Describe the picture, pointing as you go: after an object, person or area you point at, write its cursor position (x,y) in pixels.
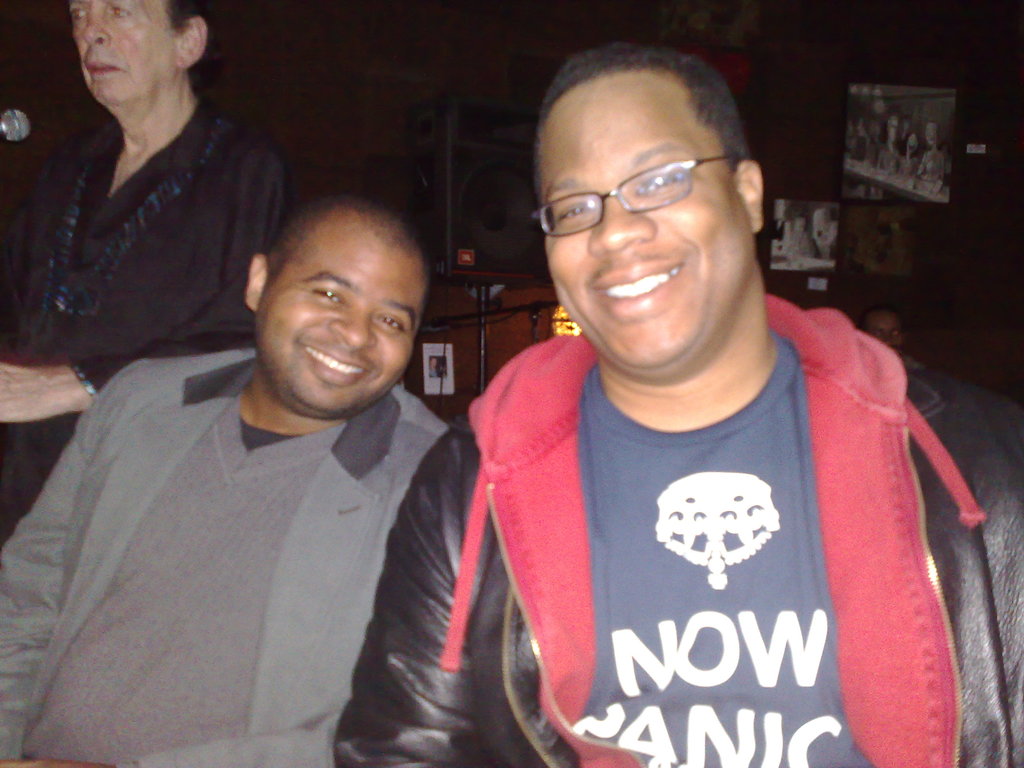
This image is taken indoors. In the background (847,187) there is a wall (839,143) with a few picture frames (864,190) and there are a few things (455,263) and there is a man (891,336). On the left side of the image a man (168,28) is standing and there is a mic (5,125). In the middle of the image (459,488) there are two men (345,484) and they are with smiling faces (624,324).
